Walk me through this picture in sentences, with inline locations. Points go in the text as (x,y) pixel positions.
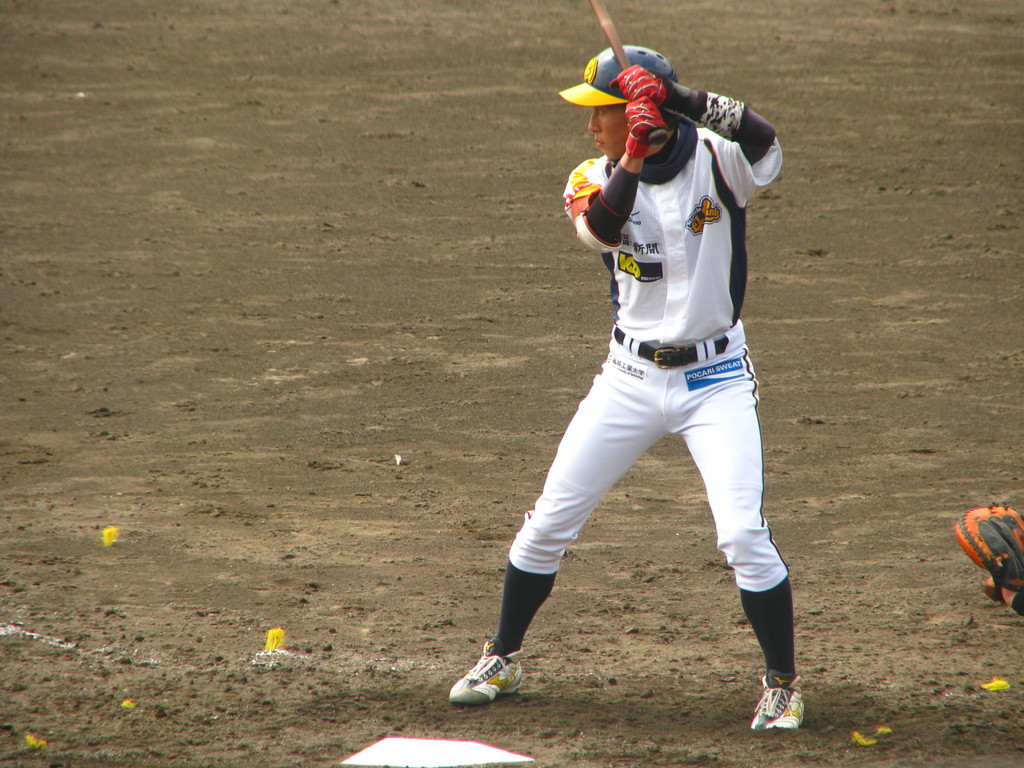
In this image I can see a person (608,468) standing facing towards the left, wearing a cap (664,61), shoes (798,694) and holding a stick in his hands (626,119). I can see the ground (220,423) and some objects (442,761) on the ground (416,725).
